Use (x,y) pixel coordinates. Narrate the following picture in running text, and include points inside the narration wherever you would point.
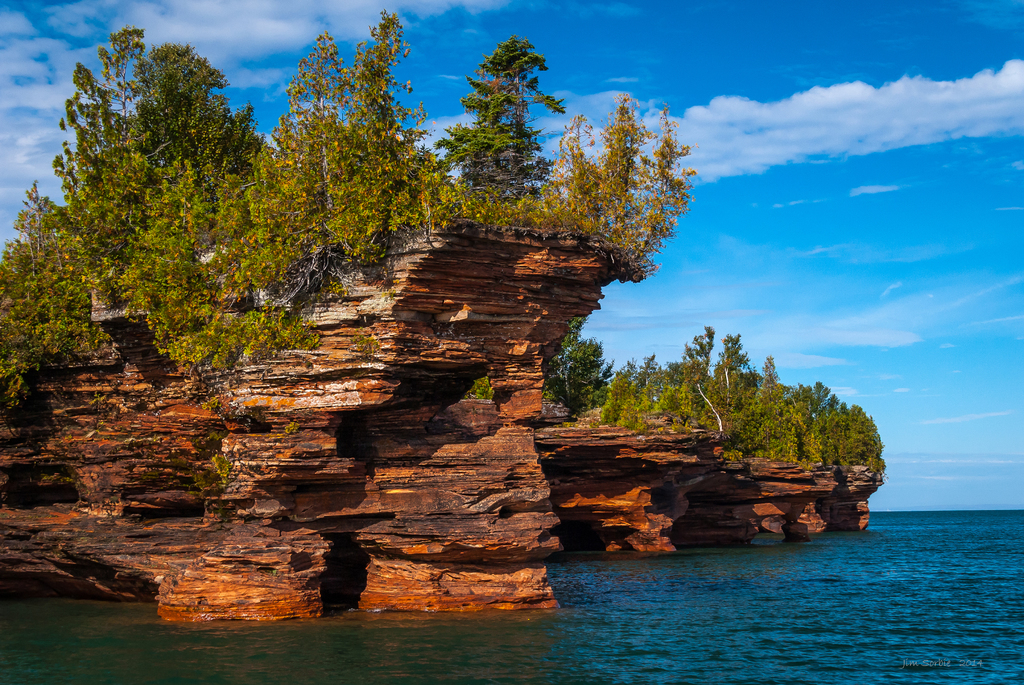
In this image there is water (737,595). There are trees (717,420) and mountains (372,478) on the left side (233,376). There are clouds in the sky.
